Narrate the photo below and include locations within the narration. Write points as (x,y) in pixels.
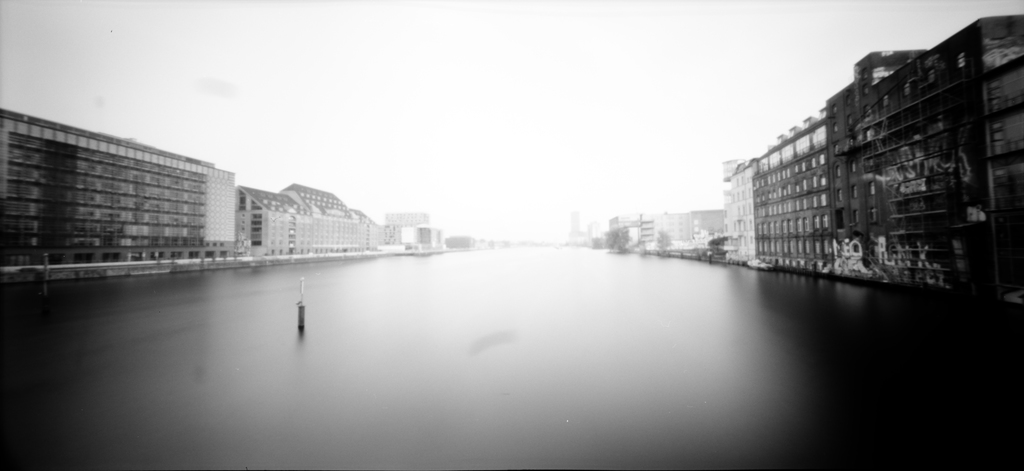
This is a black and white image. We can see an object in the water (318,342). There are a few buildings (345,238) visible on both sides of the water (814,279).
